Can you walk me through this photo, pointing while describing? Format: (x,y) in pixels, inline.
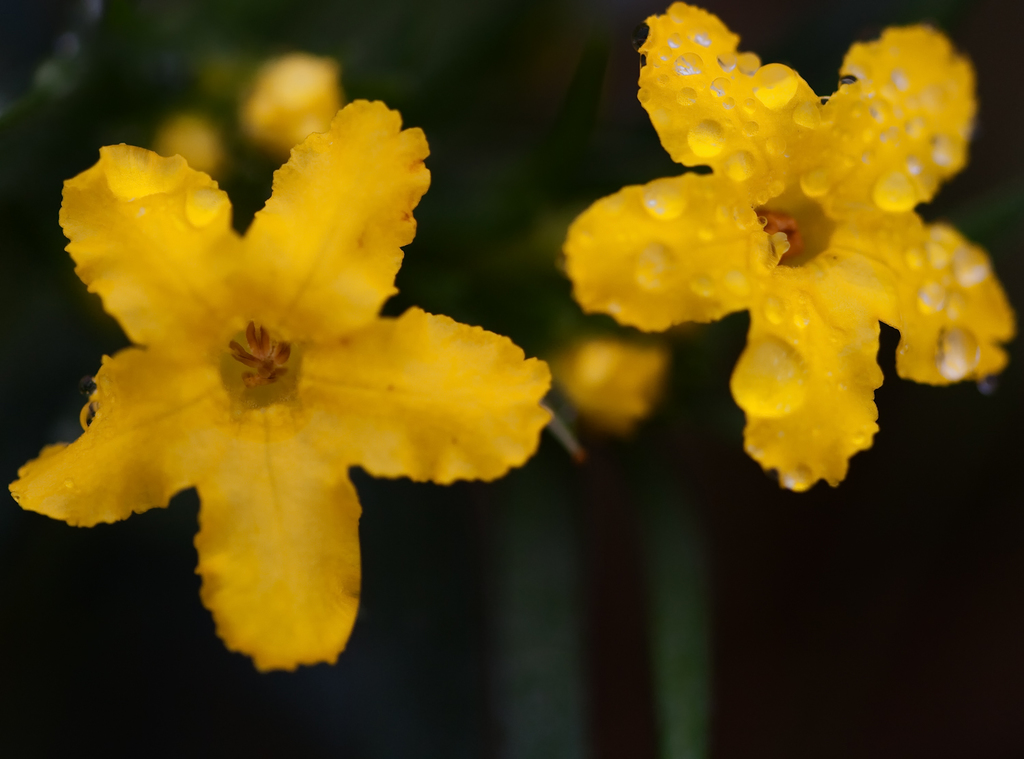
This image is taken outdoors. In this image the background (746,558) is dark and a little blurred. There are a few flowers (326,94). In the middle of the image (383,277) there are two flowers (354,303). Those flowers (226,366) are yellow in color. There are a few droplets of water (736,159) on the flower (795,221).
